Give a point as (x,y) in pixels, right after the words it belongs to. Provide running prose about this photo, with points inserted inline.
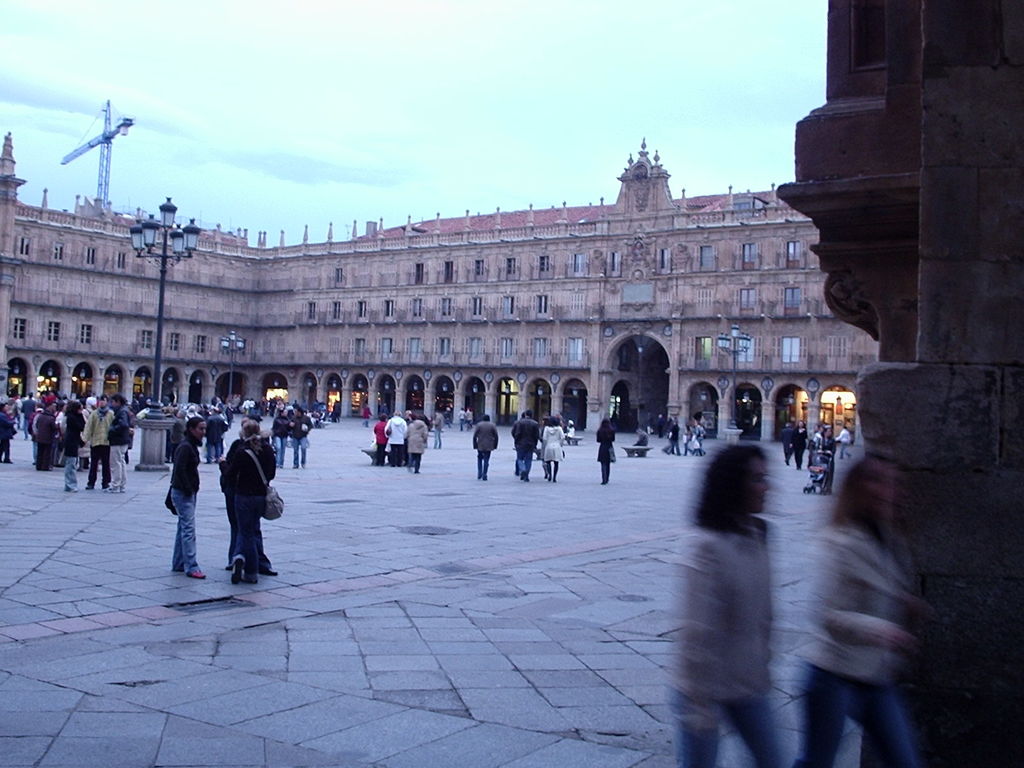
This is an outside view. In this image I can see many people (115,423) are walking on the ground (540,543). On the right side (943,363) there is a wall (944,503) with some carvings (850,293). In the background (446,326) there is a building (377,323). On the left side (141,236) there is a light pole (148,224) and a crane (109,138). At the top of the image (414,62) I can see the sky (496,59).
